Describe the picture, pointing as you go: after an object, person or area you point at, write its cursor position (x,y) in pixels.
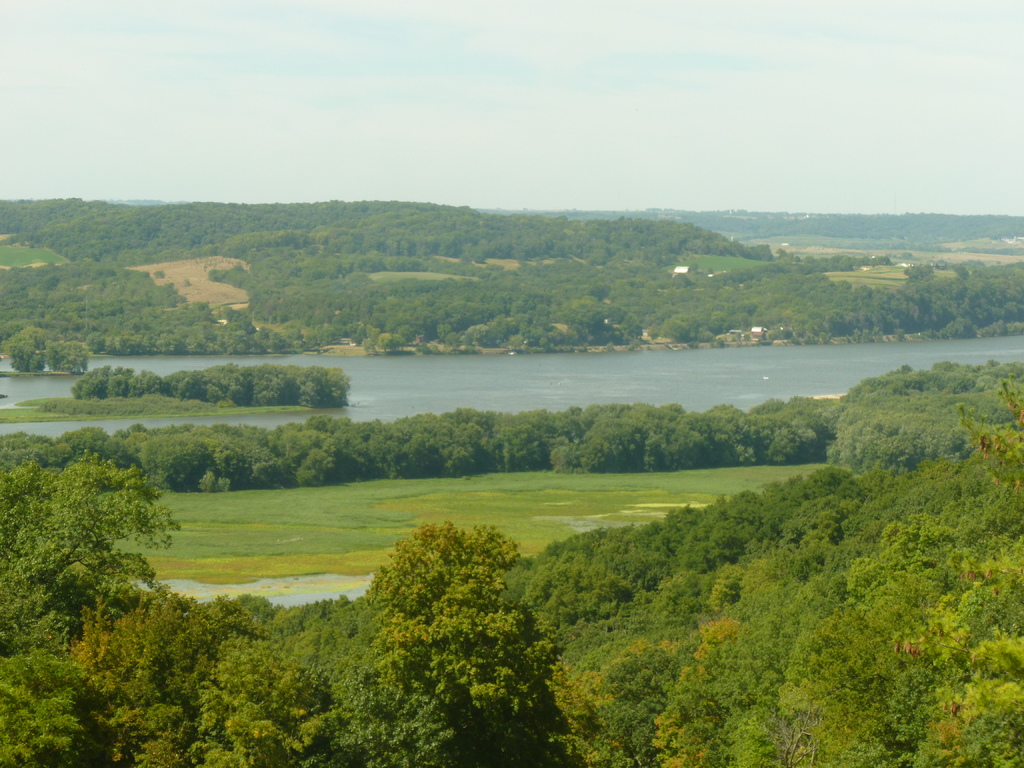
In this image we can see the water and a group of trees (565,555). At the top (572,79) we can see the sky (531,128).
